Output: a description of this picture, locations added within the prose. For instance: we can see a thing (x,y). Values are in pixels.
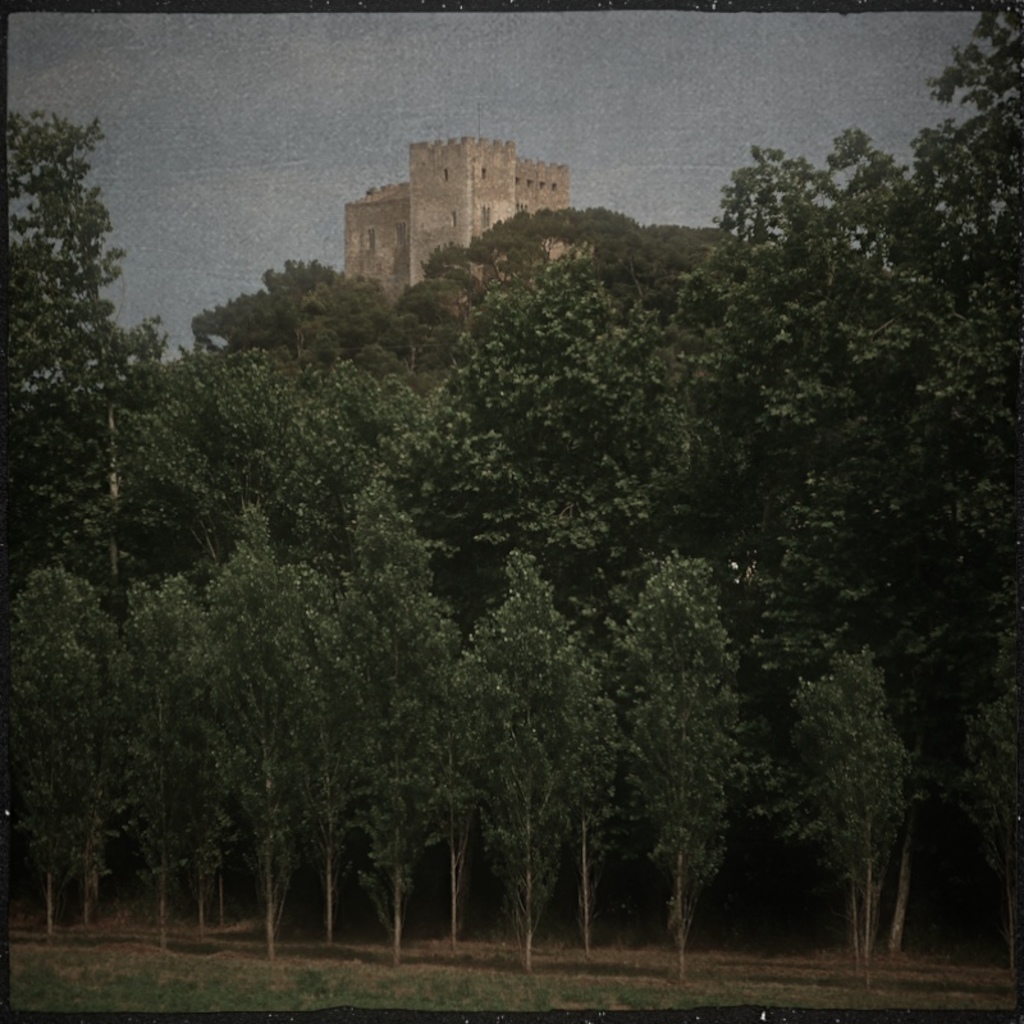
This picture shows few trees (960,276) and we see a building (475,209) and we see grass (236,996) on the ground (447,1009) and a cloudy sky (722,84).
